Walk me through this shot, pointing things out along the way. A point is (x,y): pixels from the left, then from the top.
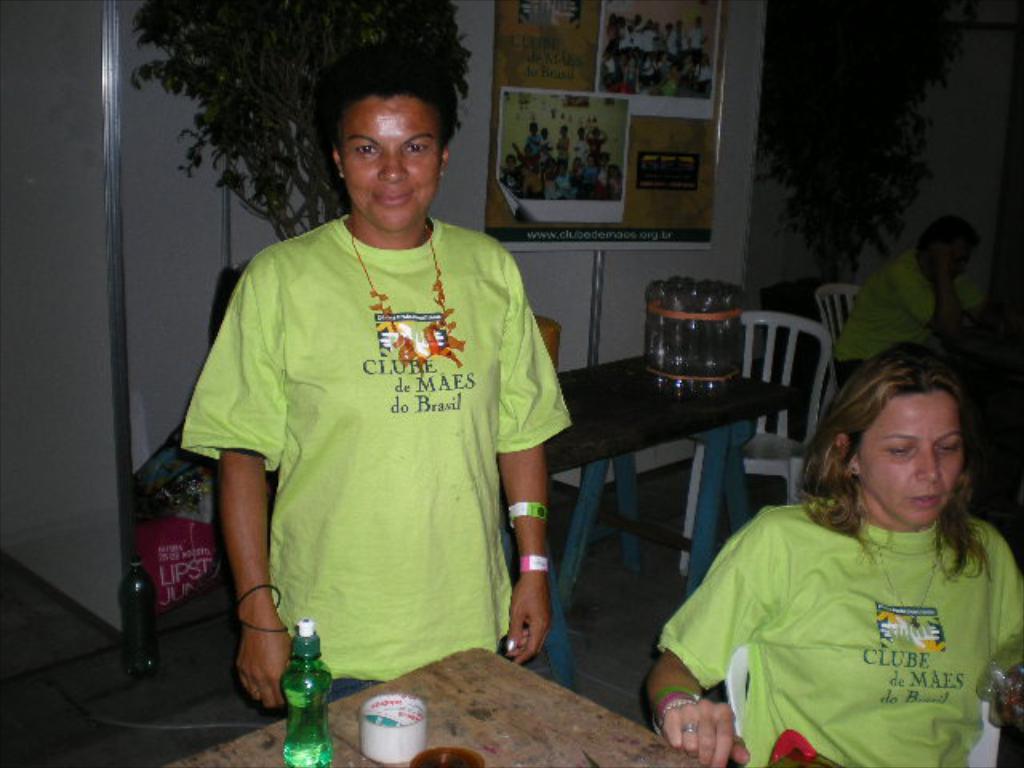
In this image I can see a woman (383,500) standing in the middle (371,466). Right to her is another woman (820,651) sitting. In front of them it's a table (494,721) which consists of a tape (371,738) and a water bottle (306,725). Behind them there is a bench (662,422), a tree (315,21) and other man (932,307) sitting behind them. It also consists a chair (773,348).
